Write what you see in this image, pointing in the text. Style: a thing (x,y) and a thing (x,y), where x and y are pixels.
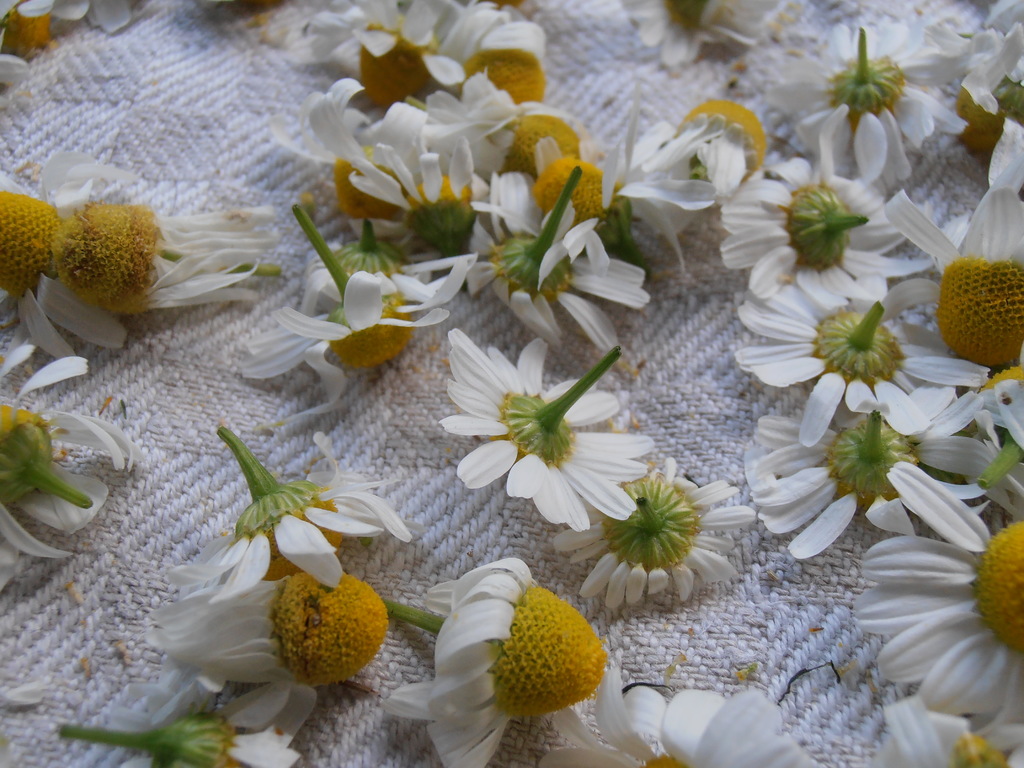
In this image there are few flowers (386,154) might be kept on cloth (425,489).
